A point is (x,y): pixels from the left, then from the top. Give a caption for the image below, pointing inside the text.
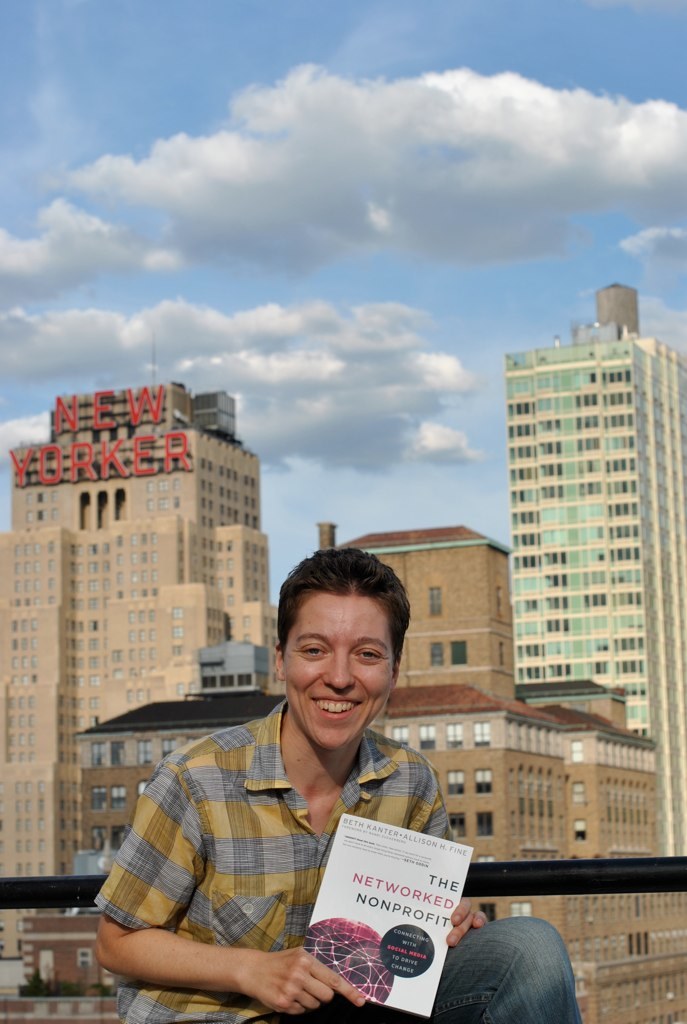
In this image we can see a person (502,947) smiling and holding a book (402,953), behind him we can see some buildings (525,762), in the background (378,285) we can see the sky (377,265) with clouds (400,249).
